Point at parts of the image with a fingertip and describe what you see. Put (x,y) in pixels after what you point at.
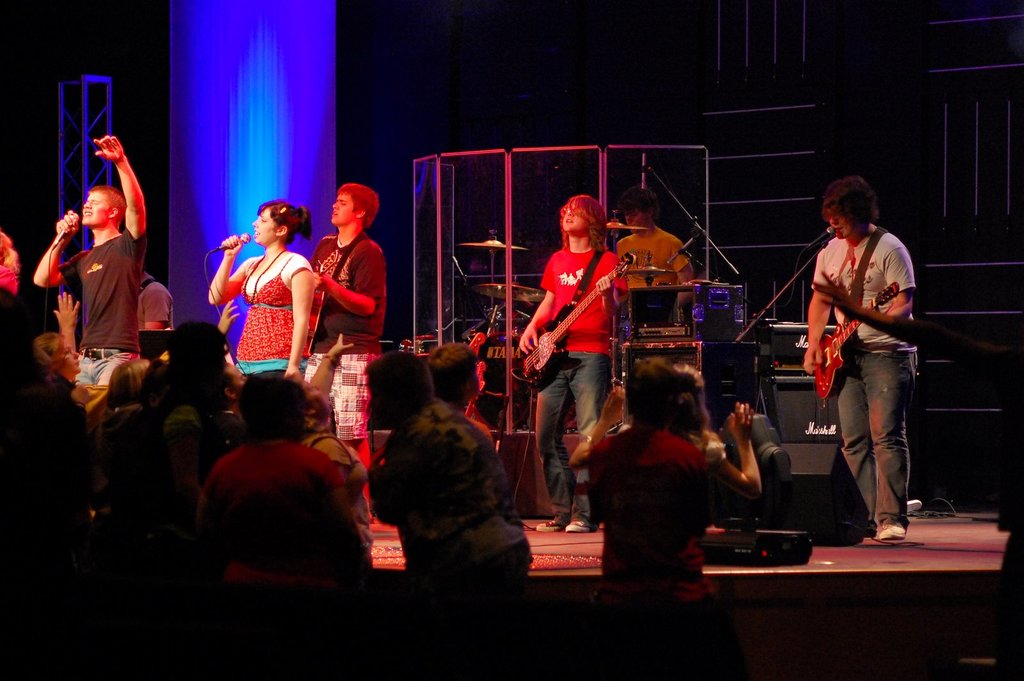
In this image I see lot of people (16,249) standing on the stage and few people (607,409) over here and few of them are holding mic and few of them are holding guitar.
